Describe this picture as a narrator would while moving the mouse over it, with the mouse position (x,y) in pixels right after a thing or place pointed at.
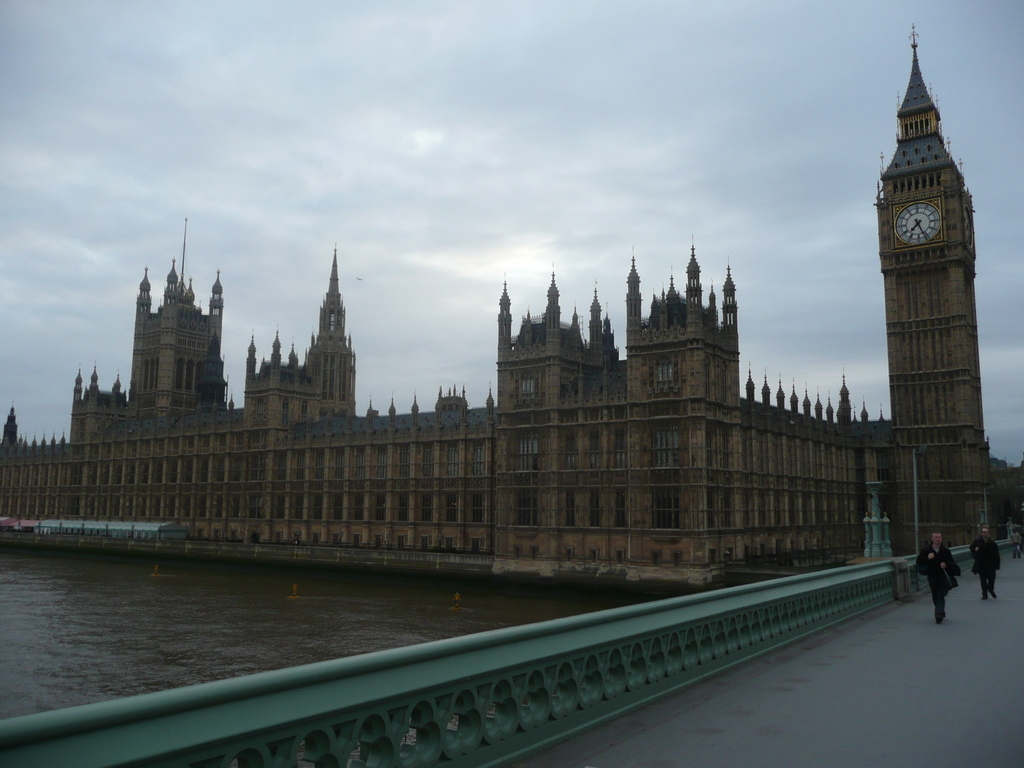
On the left side (115,656) there is water (202,639), on the right side (933,723) it is the bridge (977,726). Few people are walking on it, in the middle (657,415) it is a very big building (587,457). On the right side (897,243) there is a clock (933,216) in the tower (915,274).
